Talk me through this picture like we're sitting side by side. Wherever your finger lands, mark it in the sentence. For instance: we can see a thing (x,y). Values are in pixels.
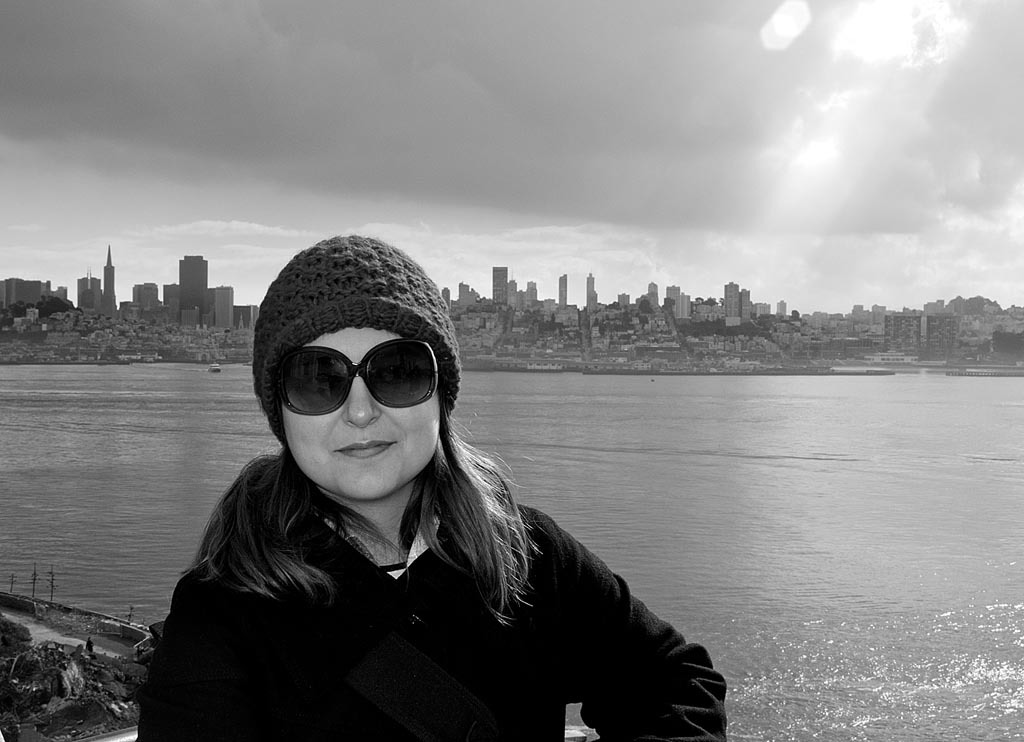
This is a black and white image. In the image we can see a woman (437,625) wearing clothes (457,668), goggles (327,355), cap (370,289) and she is smiling. We can even see the sea (777,534), buildings (723,344) and the cloudy sky (524,188).
